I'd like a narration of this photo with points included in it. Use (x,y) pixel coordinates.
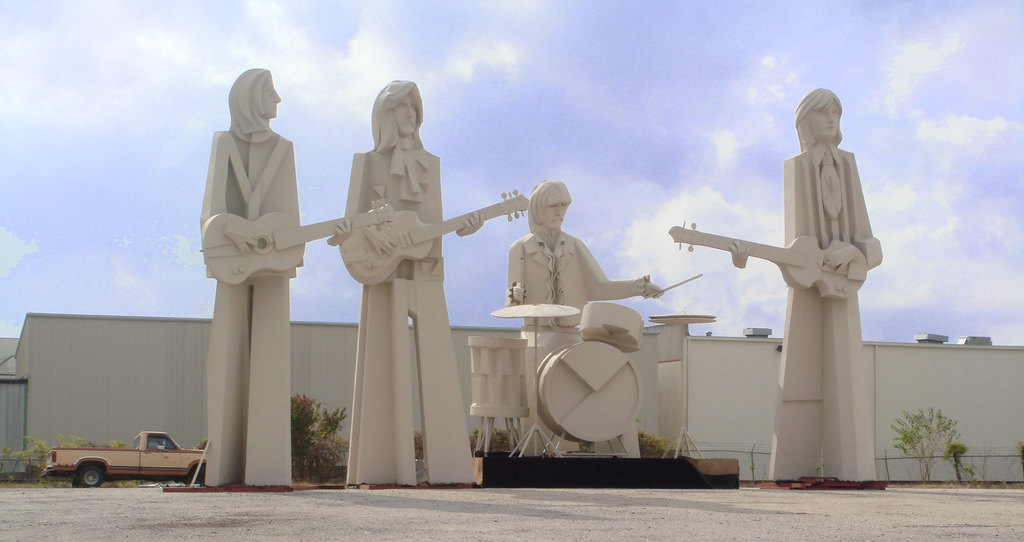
In this we can see sculptures (591,298) of people (356,360) playing musical instruments (485,347), there is a vehicle (108,475), plants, houses (737,369), also we can see the sky (607,204).
